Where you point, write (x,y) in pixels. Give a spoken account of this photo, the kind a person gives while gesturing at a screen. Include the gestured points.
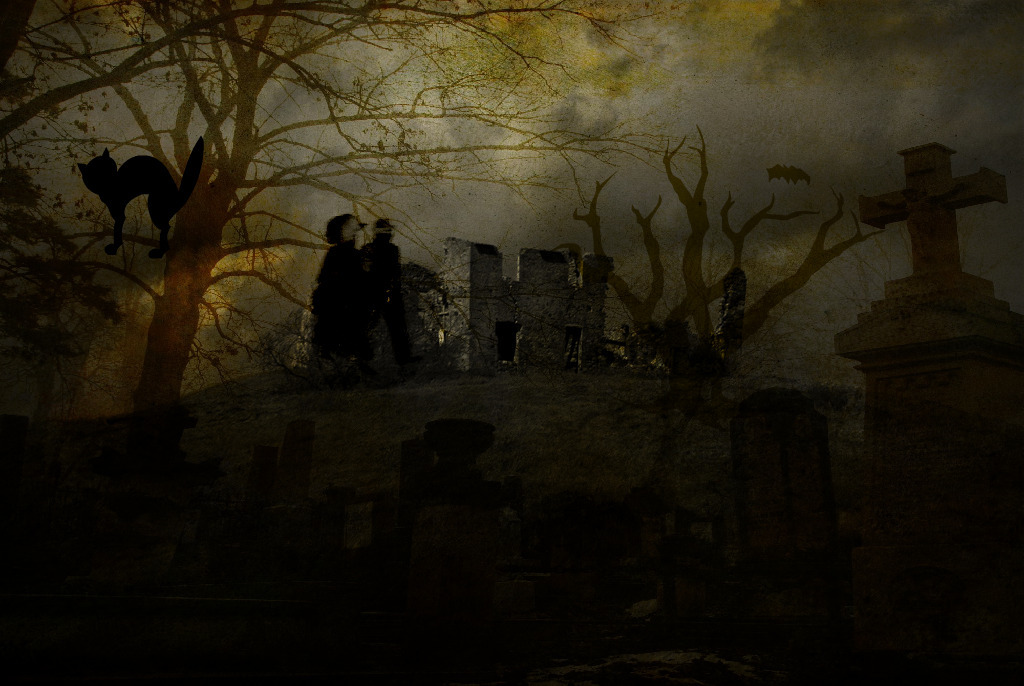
This is an edited image in this image there is a graveyard (752,412) in that there are trees (189,305) on that tree (198,200) it seems like a cat (201,164), two persons (370,334) and a bat (787,176).
